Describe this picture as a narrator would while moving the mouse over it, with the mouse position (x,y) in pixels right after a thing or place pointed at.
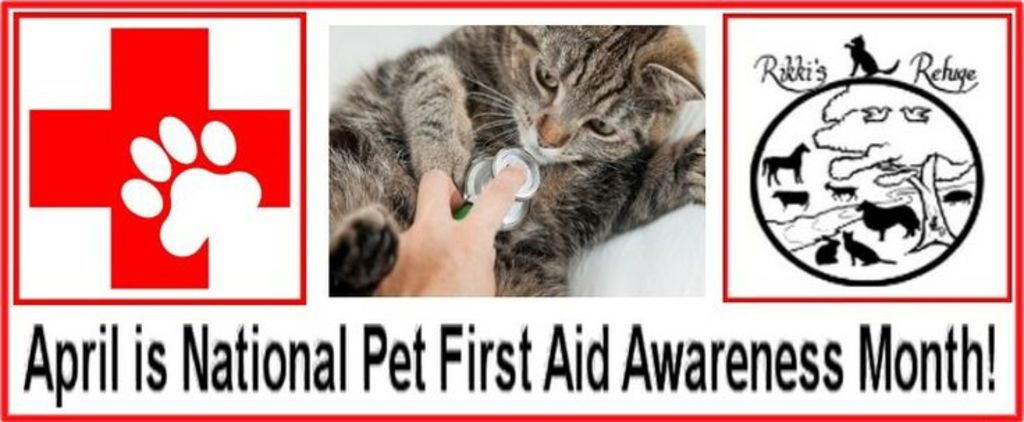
This is a collage image and here we can see logos (111,176) and there is a cat (573,129) and we can see a person (494,201) holding an object (537,185) and there is some text (665,362).
